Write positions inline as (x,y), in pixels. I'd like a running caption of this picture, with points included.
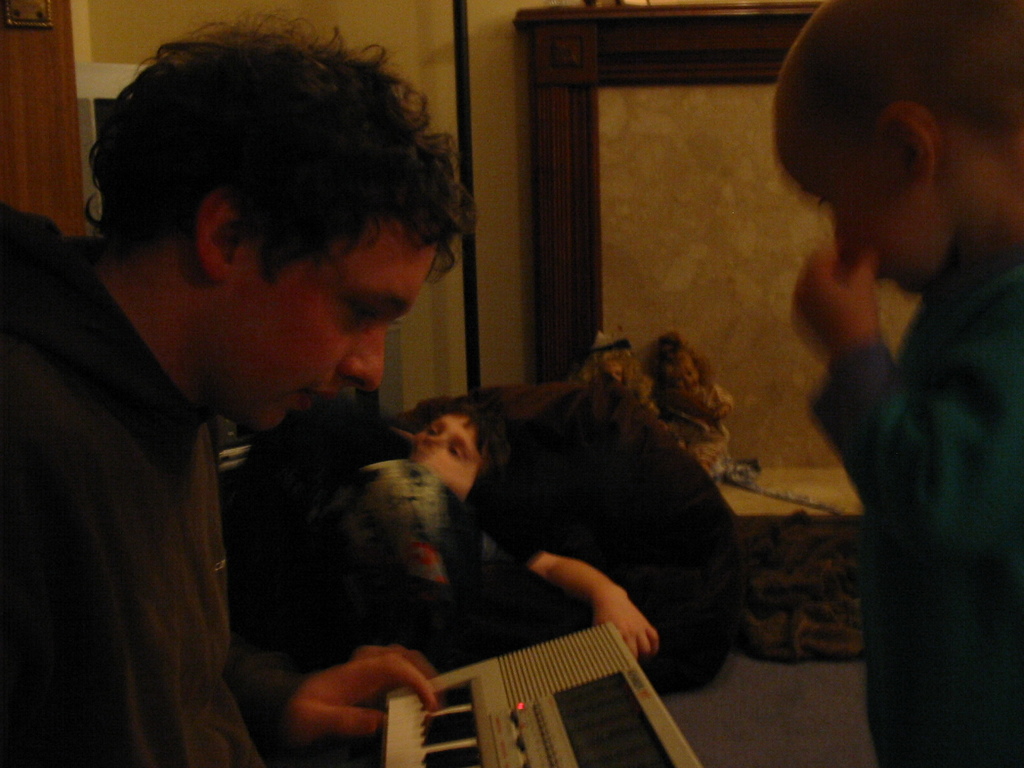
In this image we can see a person (160,383) wearing hoodie (102,640) playing piano (434,756), there is a kid (1011,151) on right side of the image (923,381) and in the background of the image (654,386) there are some dolls (693,385) and wall (362,22).
